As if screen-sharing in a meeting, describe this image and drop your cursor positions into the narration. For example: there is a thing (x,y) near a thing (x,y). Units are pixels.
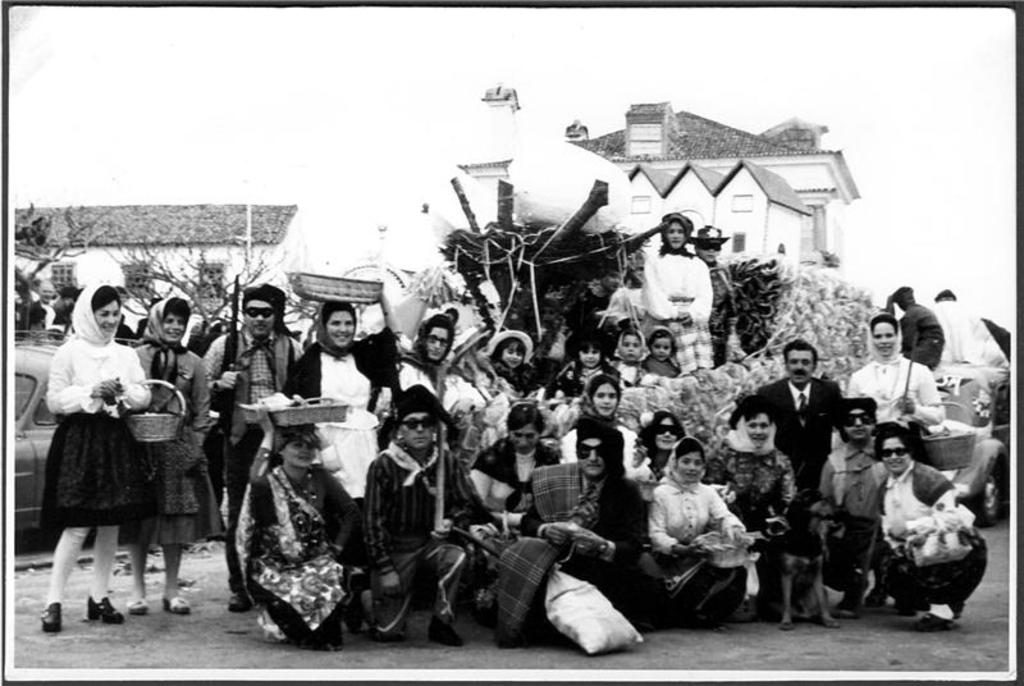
This is a black and white image. In the center of the image (673,357) we can see many persons (85,363) on the road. In the background (149,274) we can see trees (133,280), houses (746,160), car (52,361) and sky (264,96).
